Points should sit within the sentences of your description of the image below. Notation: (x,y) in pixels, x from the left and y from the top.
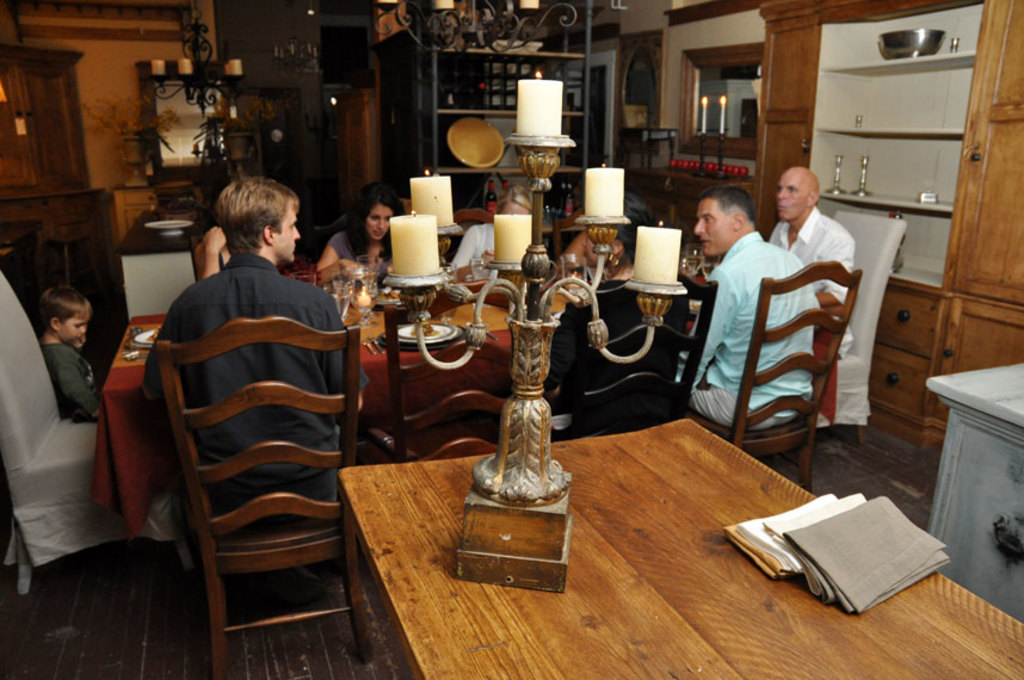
As we can see in the image there is a wall (107,65), mirror (185,124), shelves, candles (561,81), few people (489,232) sitting on chairs (356,348) and there is a table (623,485). On table (629,490) there are cloths (796,518), plates (399,339) and glasses (337,289).
